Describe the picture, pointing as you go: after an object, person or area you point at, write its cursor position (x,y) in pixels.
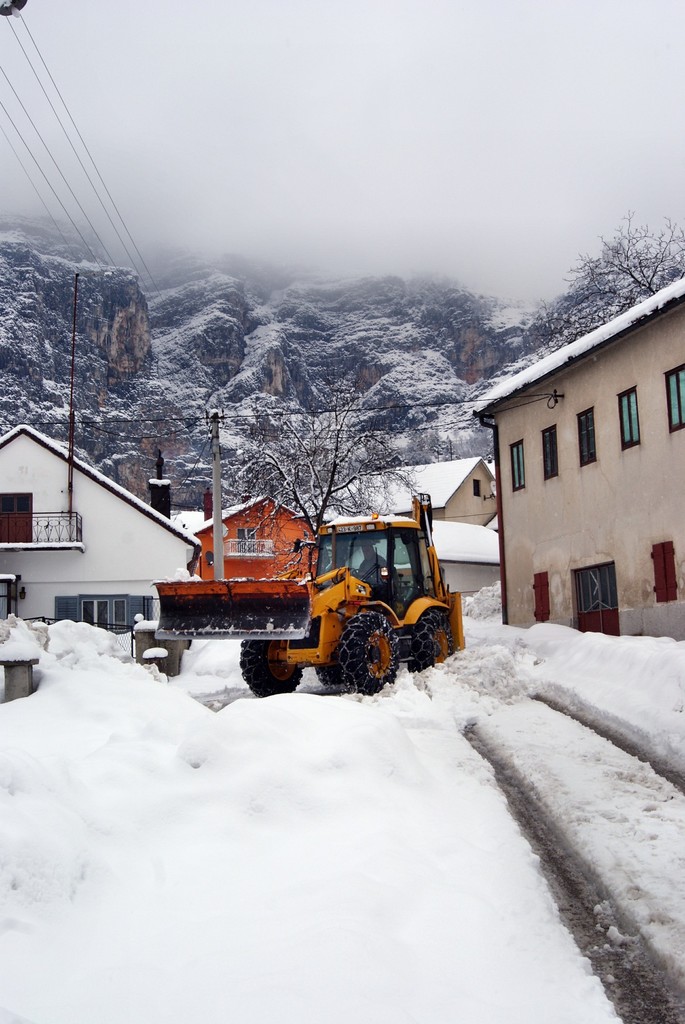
In this picture there is a person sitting inside a vehicle (421,556) and we can see snow (312,673), buildings (608,630), pole (214,475), wires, hill (369,345) and trees (275,510). In the background of the image (374,242) we can see the sky (298,133).
